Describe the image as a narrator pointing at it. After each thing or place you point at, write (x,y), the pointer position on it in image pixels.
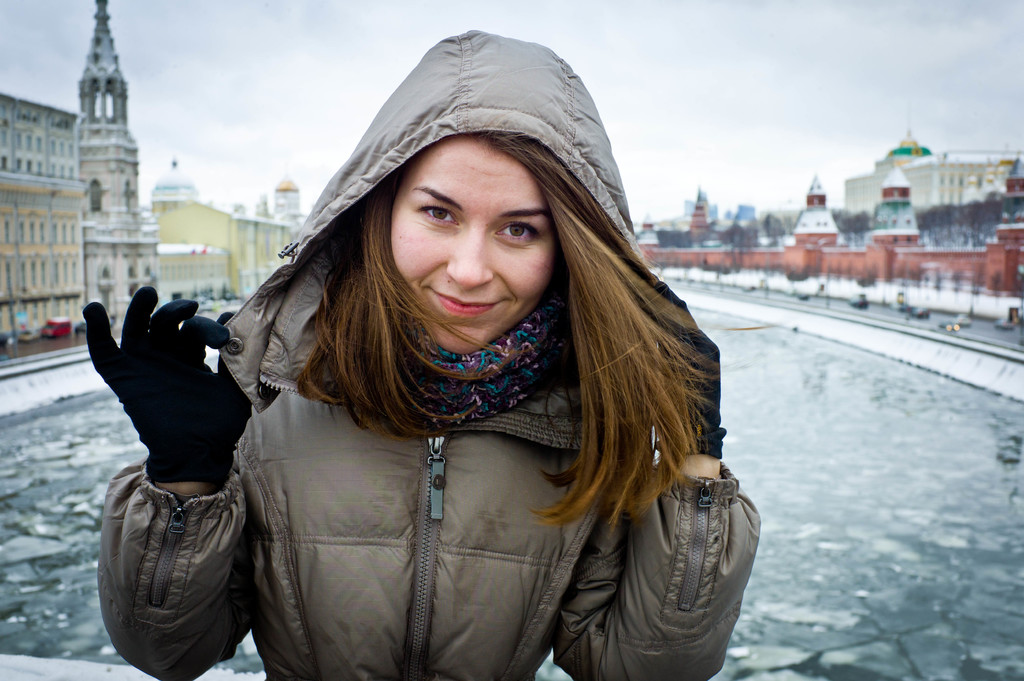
There is a woman (506,416), she is wearing a jacket (358,489) and behind the woman (724,562) there is a water surface (863,359) and the water (833,534) is frozen, on the either side of the water (827,488) there are plenty of buildings (17,201) and some vehicles (859,304) are moving on the road (814,300) in front of the buildings (797,274), in the background (593,59) there is a sky (374,57).
